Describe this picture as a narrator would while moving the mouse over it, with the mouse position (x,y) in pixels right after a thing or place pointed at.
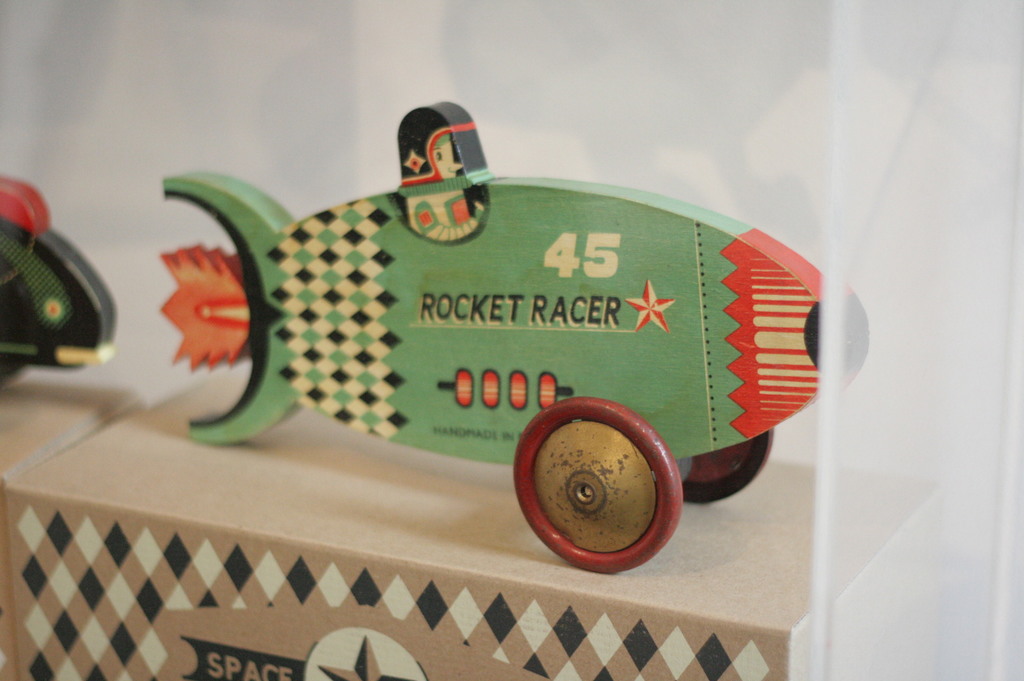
There is a toy rocket (332,299) on which ''rocket racer'' is written. Its has 2 wheels (665,498).
